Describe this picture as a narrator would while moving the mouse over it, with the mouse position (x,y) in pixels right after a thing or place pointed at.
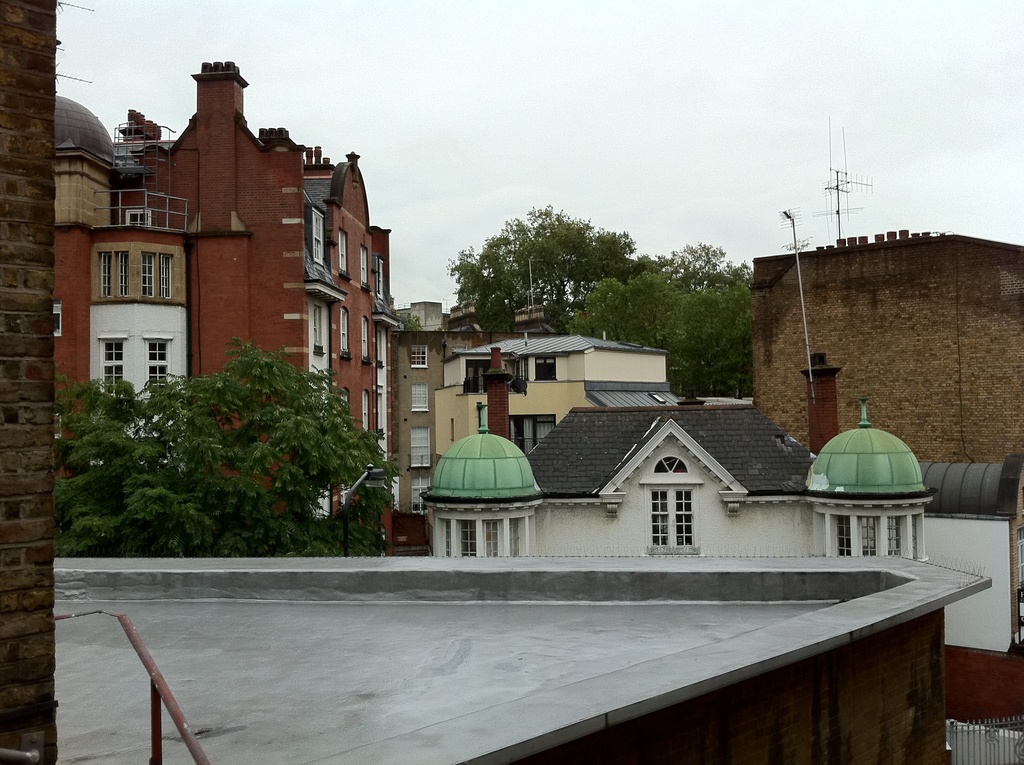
In this image there are buildings (774,372), trees (748,358), windows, rods (170,700), cloudy sky (494,120), railing (1018,739) and objects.
